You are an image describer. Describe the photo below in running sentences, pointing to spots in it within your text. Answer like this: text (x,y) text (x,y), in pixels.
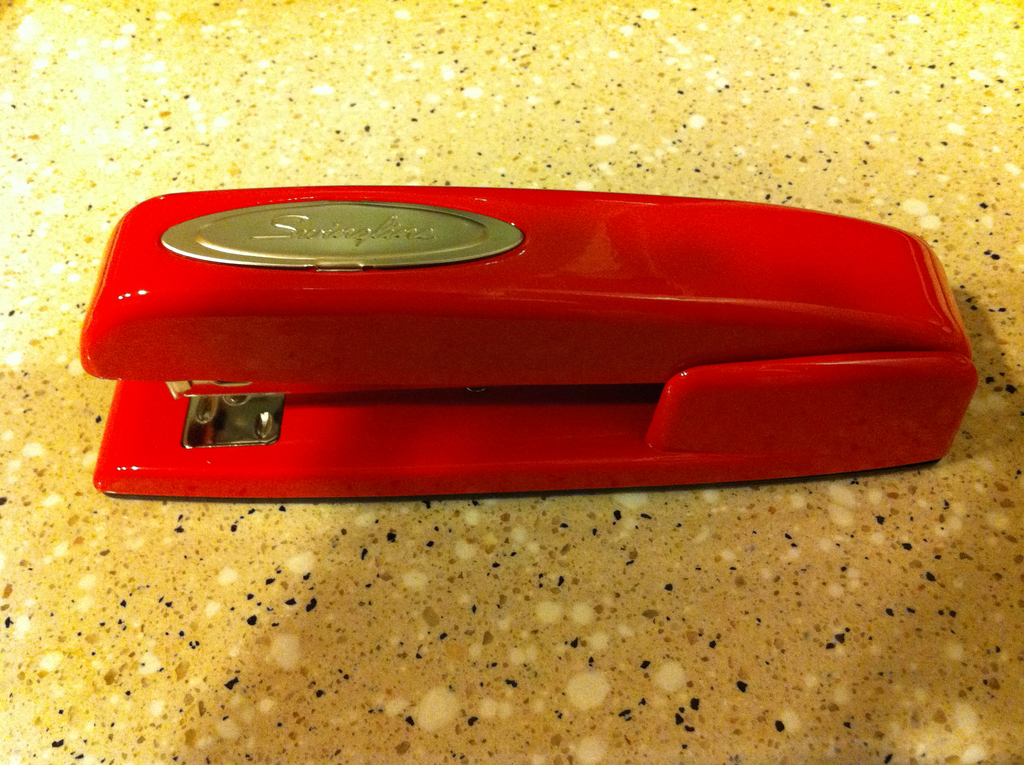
In the image we can see a stapler (653,444), red in color. On it there is a badge (352,251).
